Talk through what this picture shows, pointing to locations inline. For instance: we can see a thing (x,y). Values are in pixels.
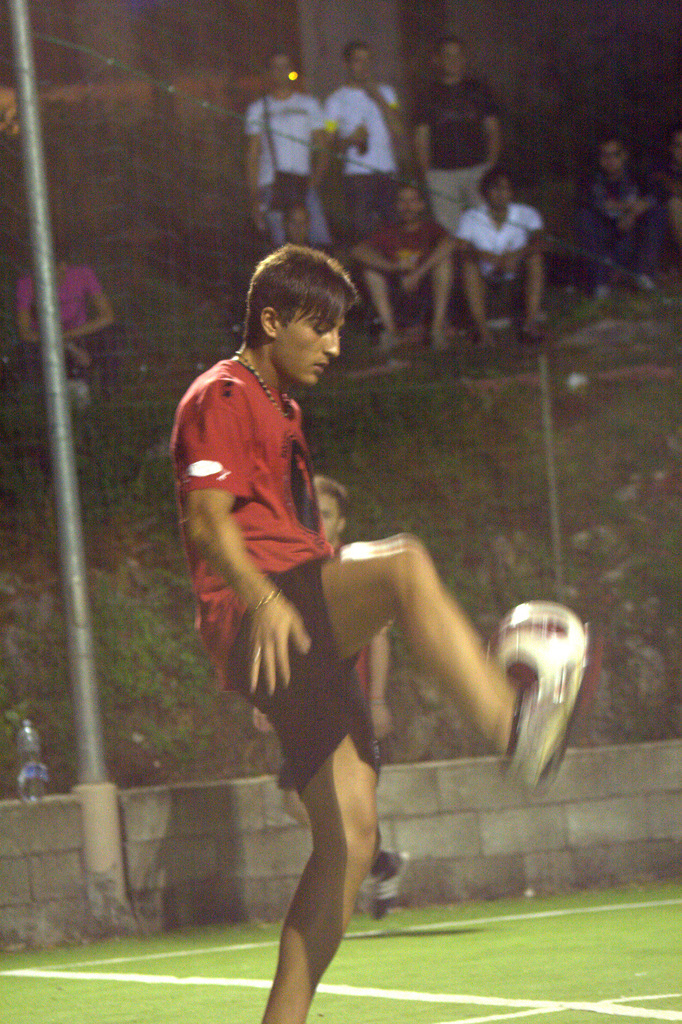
The person (261,525) wearing red shirt (231,632) is playing football and there are group of people (466,194) behind him and the ground (460,950) is greenery (514,971).
